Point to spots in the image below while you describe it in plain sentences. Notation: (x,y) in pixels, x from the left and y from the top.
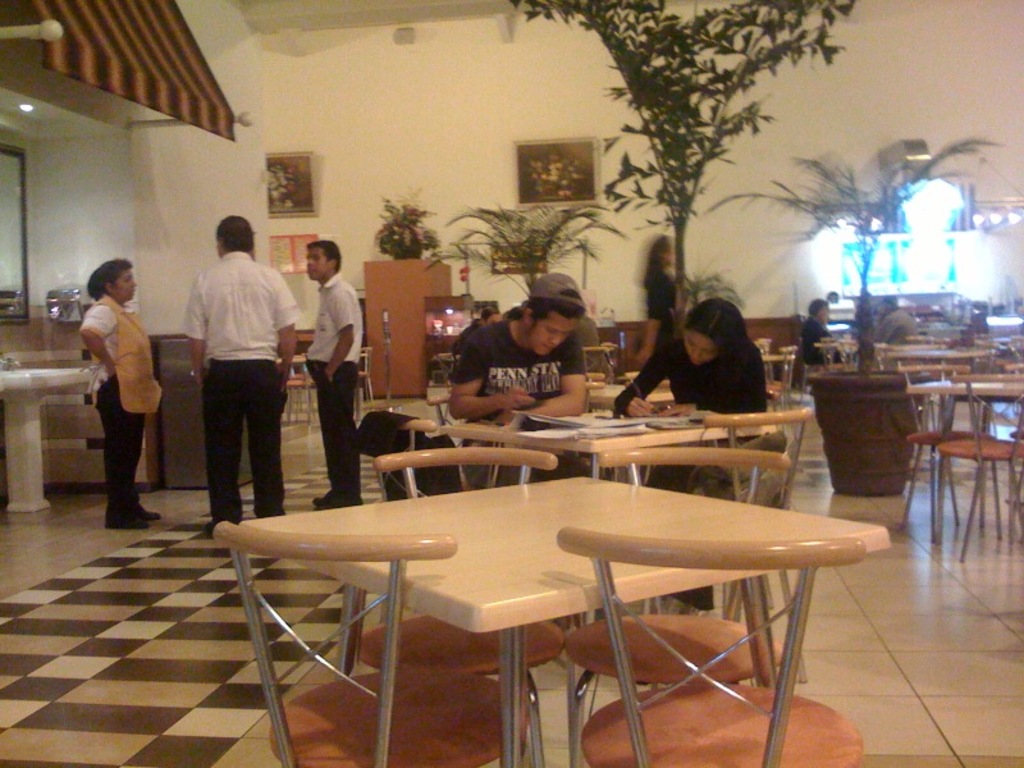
In this current picture, there are two members (565,383) sitting in front of a table (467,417) in their chairs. There are some books (586,422) on their table (613,439). There are three members (193,321) standing here and talking. In the background (655,297) there is a woman (655,283) walking and we can observe some lights (944,222) and trees (688,143) here. There is a photograph (555,161) attached to the wall (494,96) in the background (305,185).
